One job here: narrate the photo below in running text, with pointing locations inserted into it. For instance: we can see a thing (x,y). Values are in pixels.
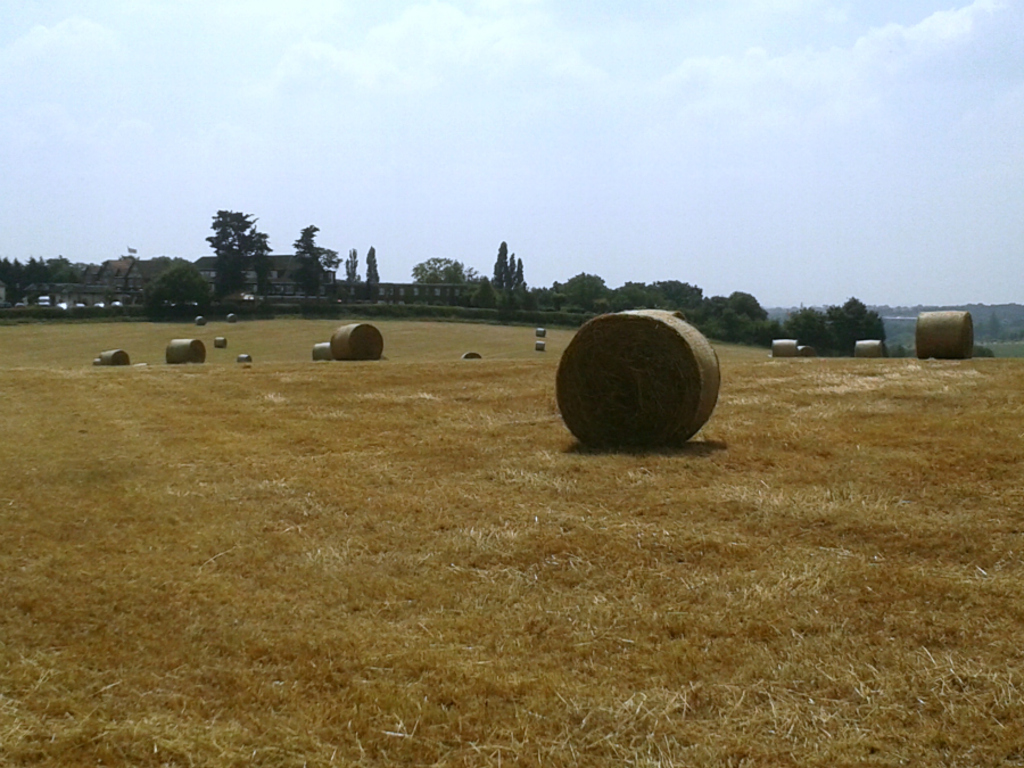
In this image we can see grass hays (563,358). In the background of the image (984,348) there are trees (42,265), houses (67,293) and other objects (18,307). At the top of the image (451,66) there is the sky (483,90). At the bottom of the image (713,658) there is the grass (604,640).
